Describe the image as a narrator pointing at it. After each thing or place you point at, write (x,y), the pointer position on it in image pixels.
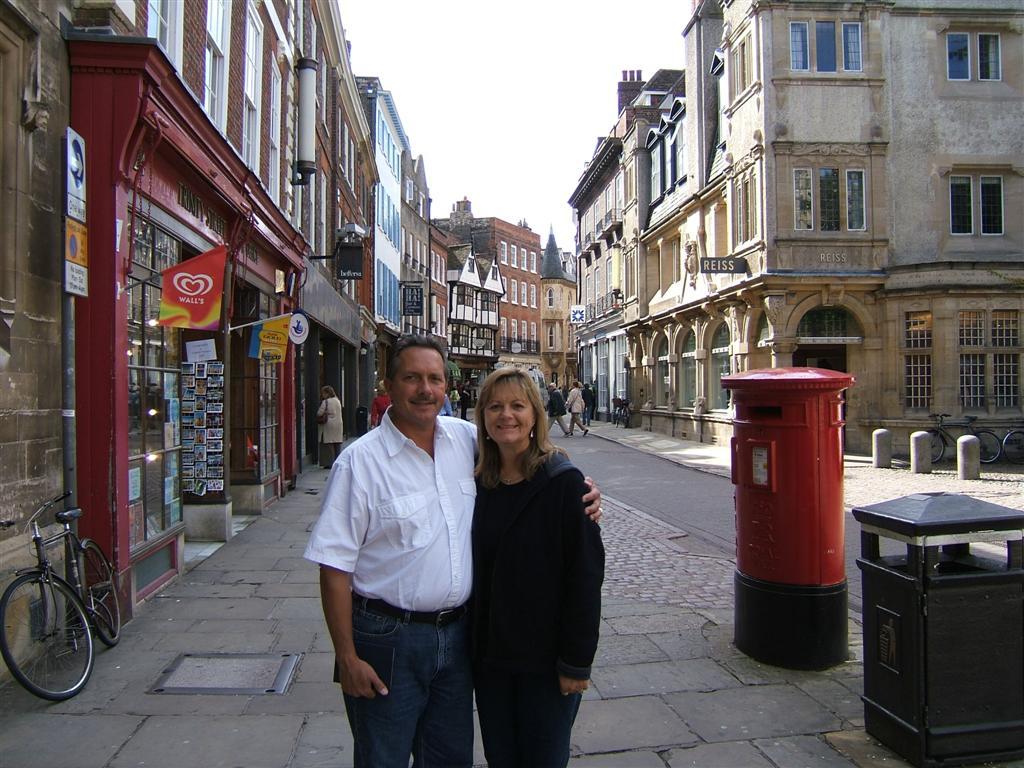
In this image in the front (492,458) there are persons (449,467) standing and smiling. In the background (242,275) there are buildings (346,311), there are persons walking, there are boards (67,268) with some text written on it and on the left side (55,592) there is a bicycle (57,588). On the right side (798,475) there is a post box (782,517) which is red in colour and there are bicycles (943,446).
